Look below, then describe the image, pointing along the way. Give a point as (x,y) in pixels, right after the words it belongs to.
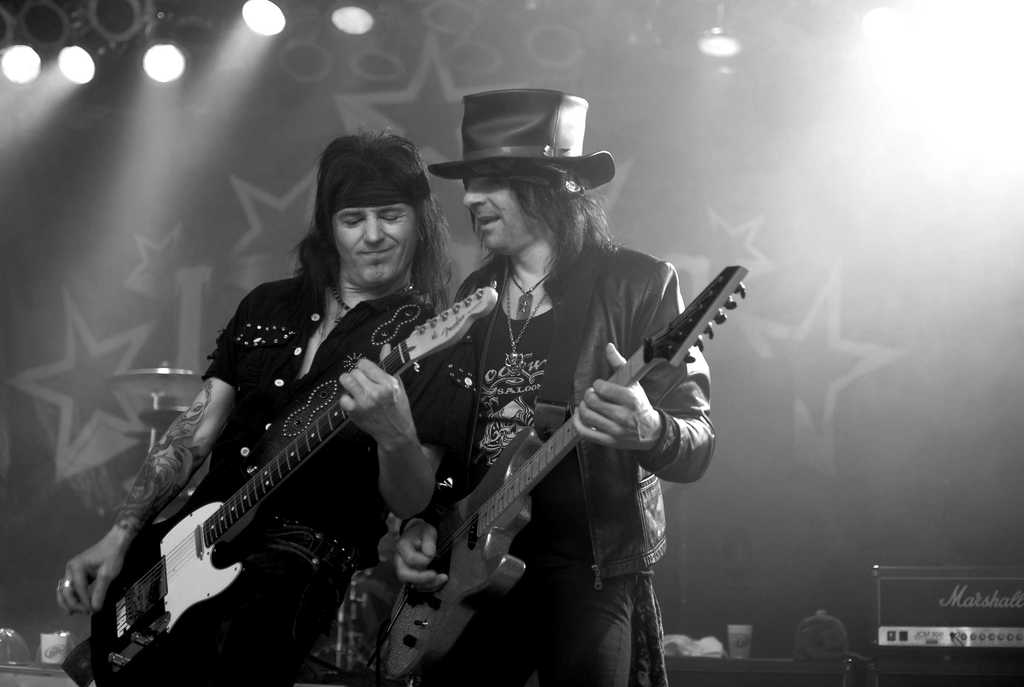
In this image there are two persons (435,237) standing and holding guitars (202,605), and at the background (700,673) there are crash cymbals (156,398) on the cymbal stand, glasses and some objects (704,650) on the table (731,666), focus lights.
